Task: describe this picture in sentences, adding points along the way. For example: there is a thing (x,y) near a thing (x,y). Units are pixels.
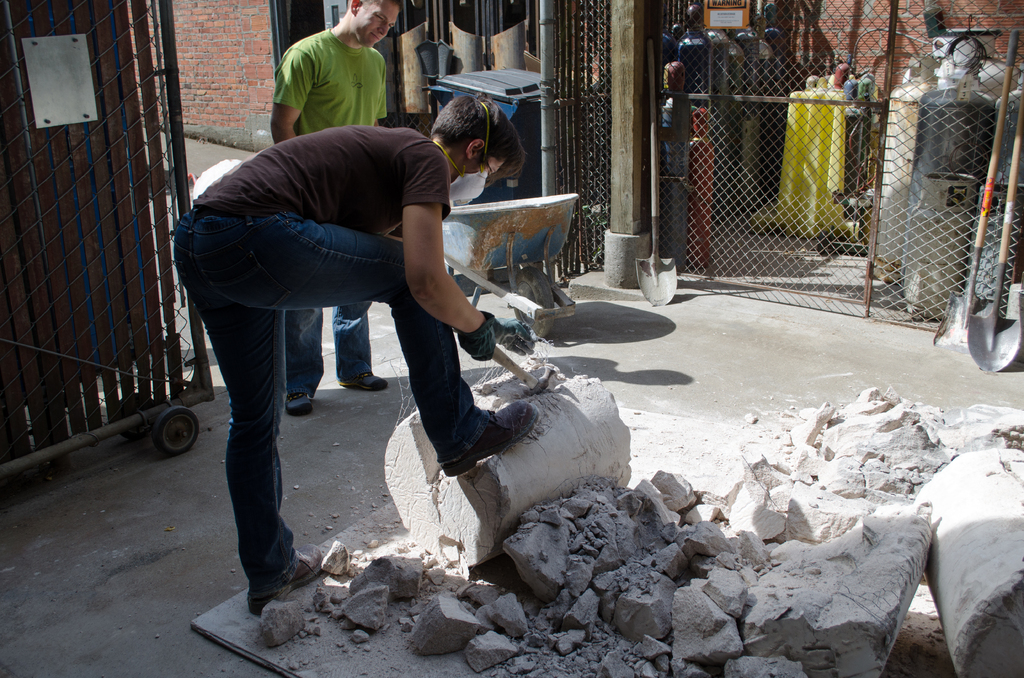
In this picture there is a boy (305,179) wearing brown color t-shirt (328,196) and jeans (296,253) is breaking the stone (553,412) with hammer (544,378). Beside there is a another boy (313,82) wearing green t-shirt (382,94) is looking to them. In the background (672,23) there is a net fencing grill (809,194) and some shovel (980,229). On the left side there is a brown color iron gate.
